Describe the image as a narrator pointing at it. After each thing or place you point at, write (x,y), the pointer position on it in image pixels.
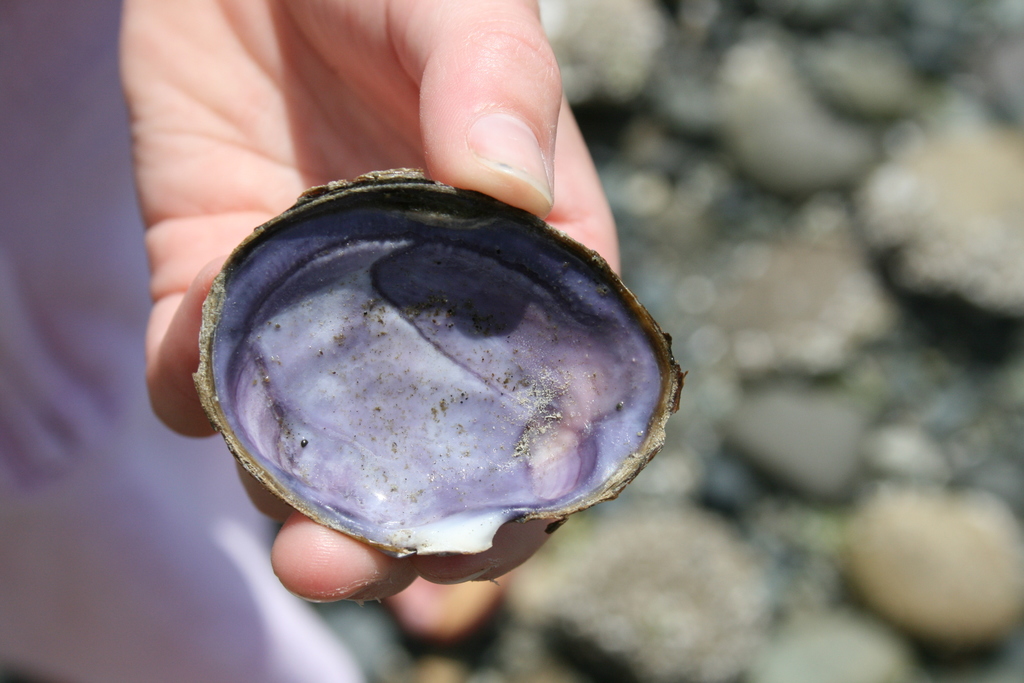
In this picture there is a man (248,50) holding the shell (237,419). At the bottom (730,566) there are stones (813,474) and the image is blurry.
